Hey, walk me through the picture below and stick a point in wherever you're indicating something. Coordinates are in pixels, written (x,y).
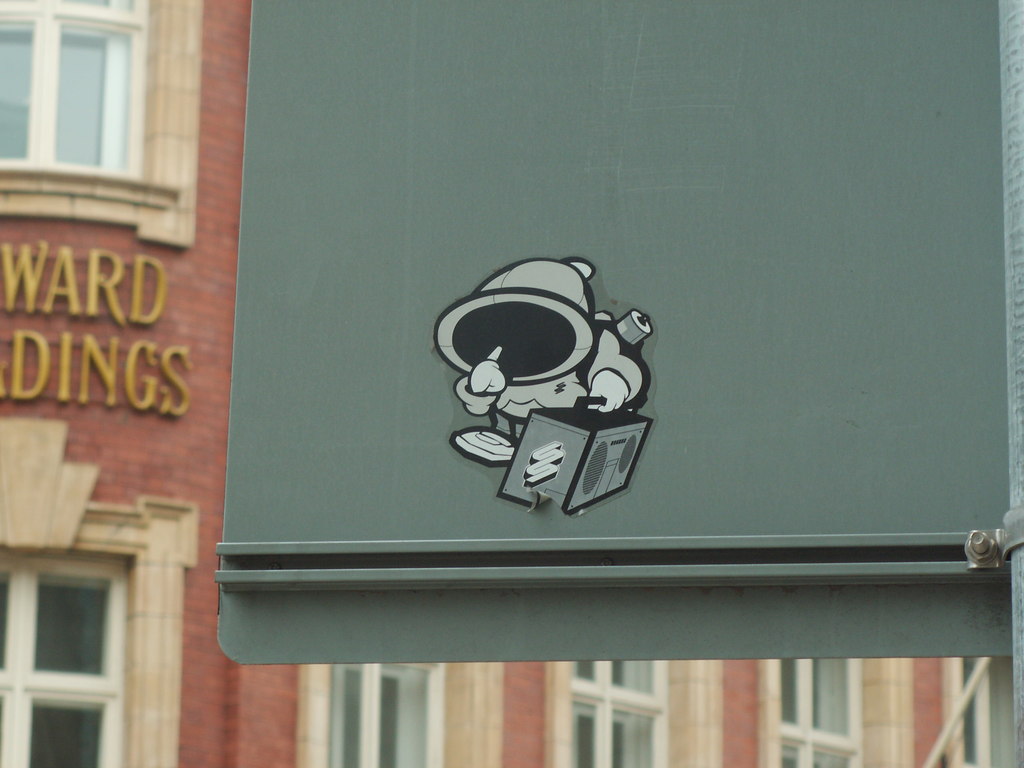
In this image there is a metal board (713,160) to a pole (1011,188). There is a sticker (591,385) on the metal board (775,508). In the background (58,649) there is a building (506,714). There are windows (386,711) and text (97,291) on the walls (133,297) of the building (169,291).
